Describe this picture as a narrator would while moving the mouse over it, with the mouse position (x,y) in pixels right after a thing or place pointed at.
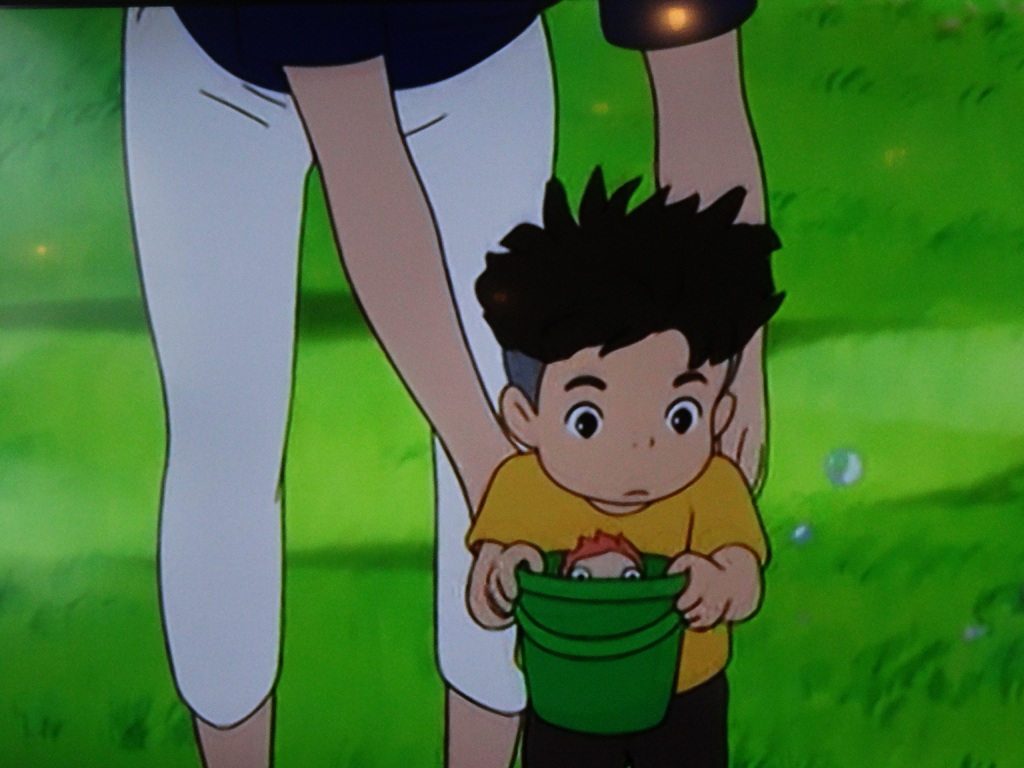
In this image there is a cartoon (677,357) of a person (373,264) and a child (564,476) holding bucket (617,636), in the bucket (597,580) there is a toy (626,578) or a person (624,569). In the background (26,217) there is a grass (999,548).
